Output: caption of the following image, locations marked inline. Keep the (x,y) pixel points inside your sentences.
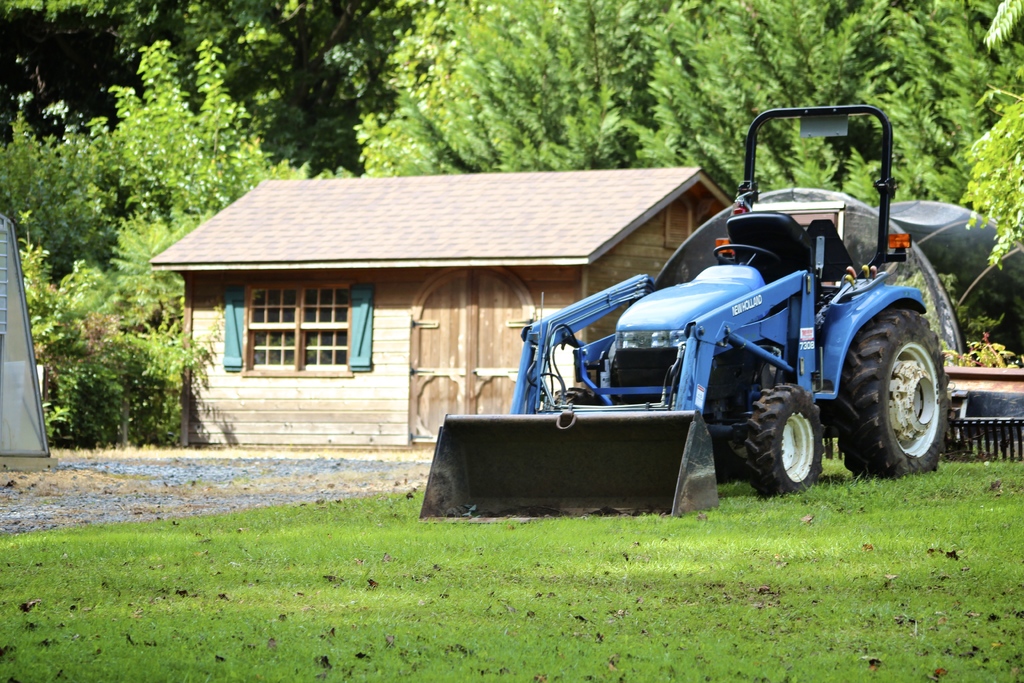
This image consists of a vehicle (760,363) in blue color. At the bottom (453,566), there is green grass (362,555) on the ground (216,517). Behind the vehicle (575,311), we can see a small house (321,283) made up of wood (315,269) along with a door (425,365) and a window (312,324). In the background (399,72), there are many trees (70,43). On the right (994,430), we can see a small fence (983,459).
